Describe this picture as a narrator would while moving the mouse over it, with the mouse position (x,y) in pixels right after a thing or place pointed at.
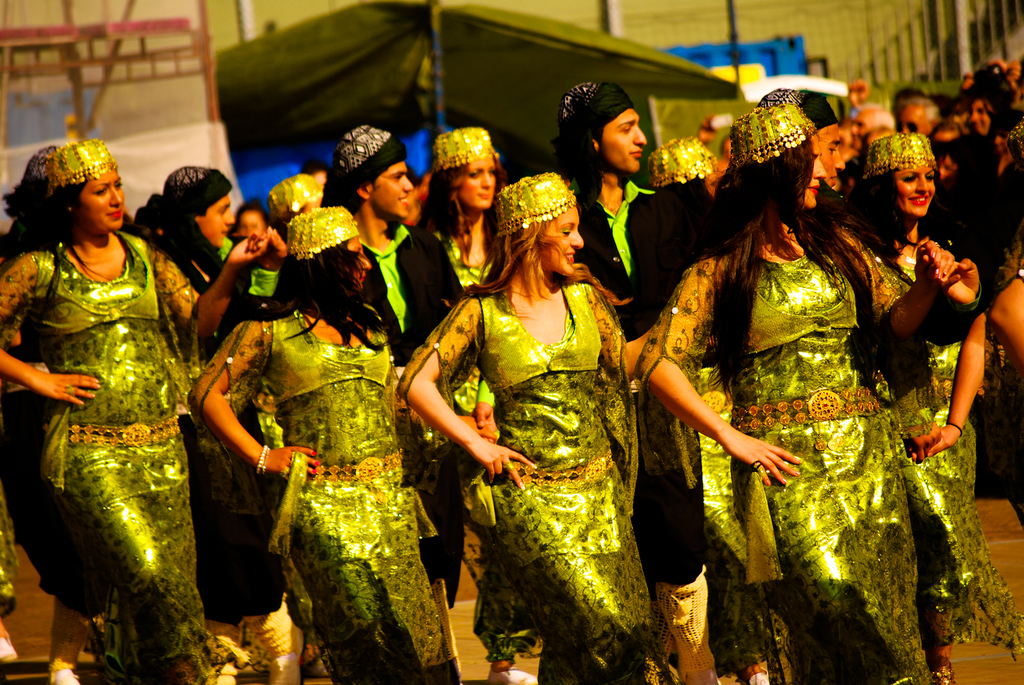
This image is taken outdoors. In the background (552,60) there is a tent (383,40). There are a few poles (436,59). There is a wall (865,65). There is a railing (876,57). In the middle of the image (473,342) a few people (462,275) are performing. They are with smiling faces (97,222). On the right side of the image (967,112) a few people (737,127) are standing on the floor (1009,575).
